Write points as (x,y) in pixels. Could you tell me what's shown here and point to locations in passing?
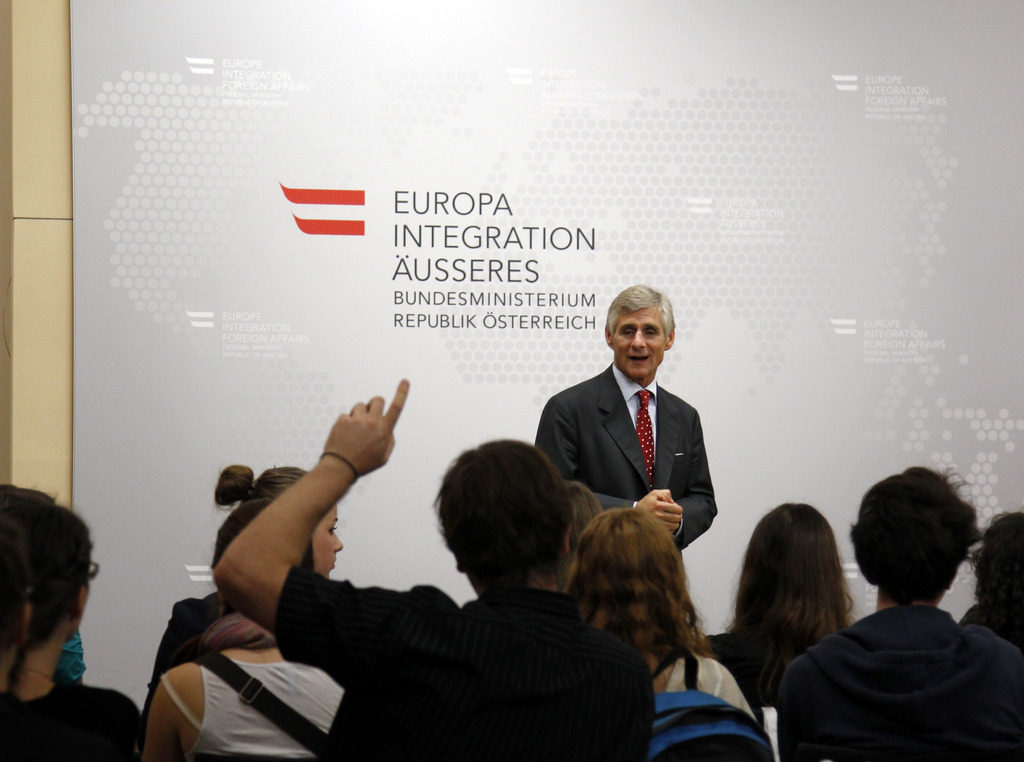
In this picture there is a man (649,497) who is wearing suit (654,473). He is standing near to the board (623,262). At the bottom (606,517) we can see the group of persons (306,576) were sitting on the chair (1008,756).
